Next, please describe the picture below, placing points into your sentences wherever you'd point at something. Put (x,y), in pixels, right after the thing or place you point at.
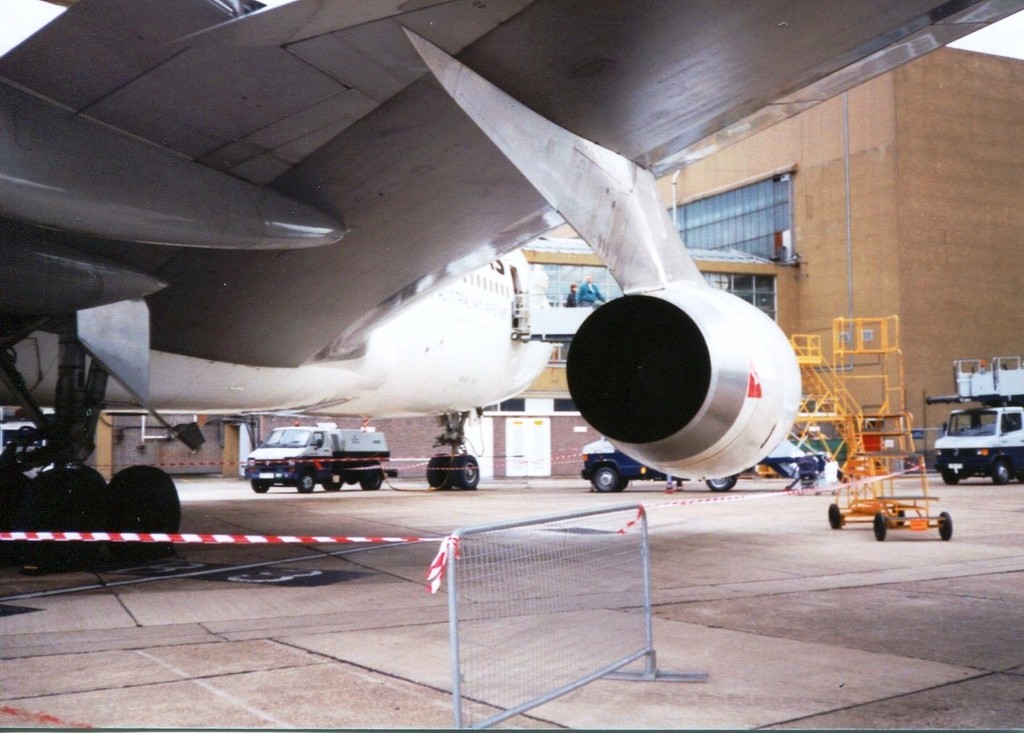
In this image we can see an airplane (320,145) and there are few vehicles (364,433) on the runway (942,632) and there are two persons (596,298) standing and we can see the barricade tape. There is a building (687,184) in the background (560,279).
